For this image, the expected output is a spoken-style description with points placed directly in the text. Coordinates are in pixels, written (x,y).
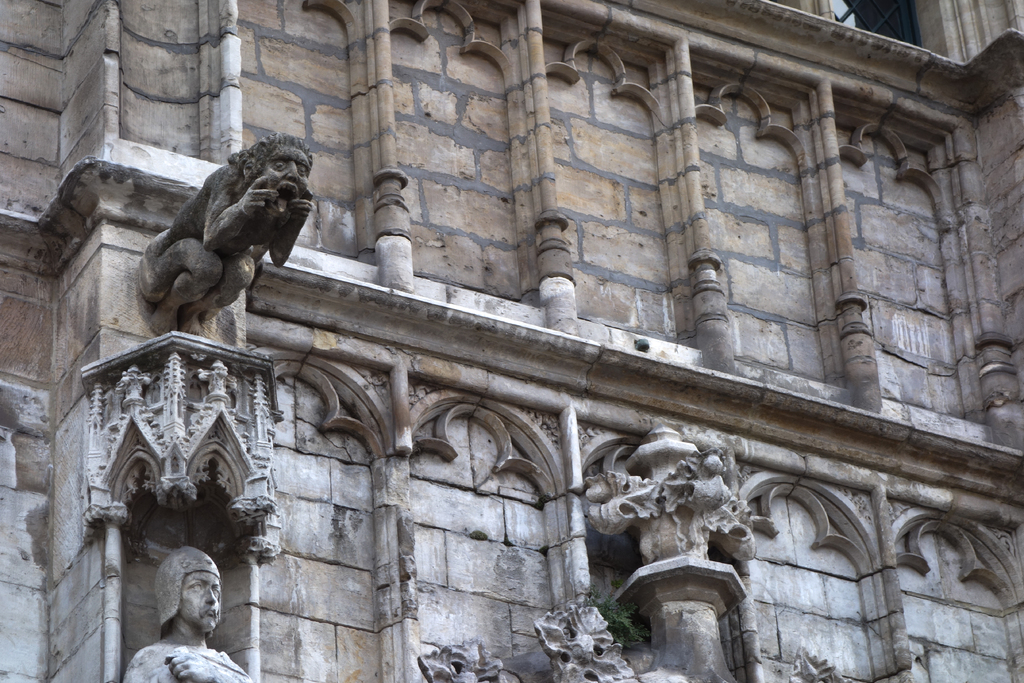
In this image we can see a wall (593,384) of a building (552,398) and sculptures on it.
